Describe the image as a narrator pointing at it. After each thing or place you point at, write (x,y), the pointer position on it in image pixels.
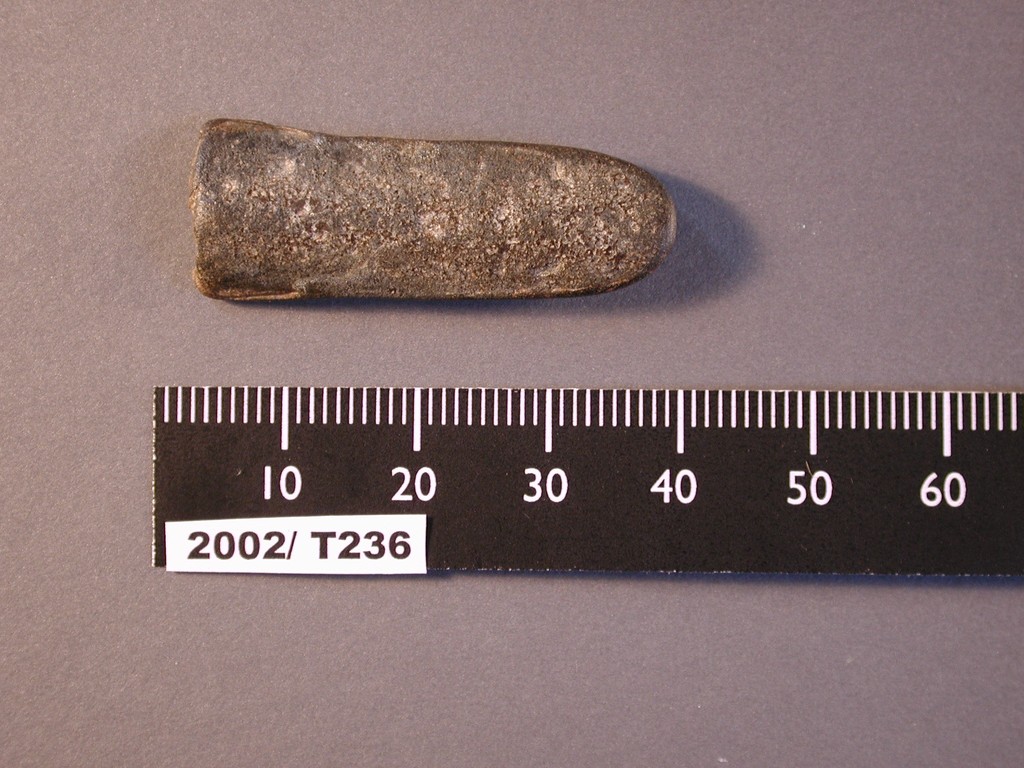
In the image there is an antique piece (433,228) beside a measuring scale (286,442) on a floor (655,82).
